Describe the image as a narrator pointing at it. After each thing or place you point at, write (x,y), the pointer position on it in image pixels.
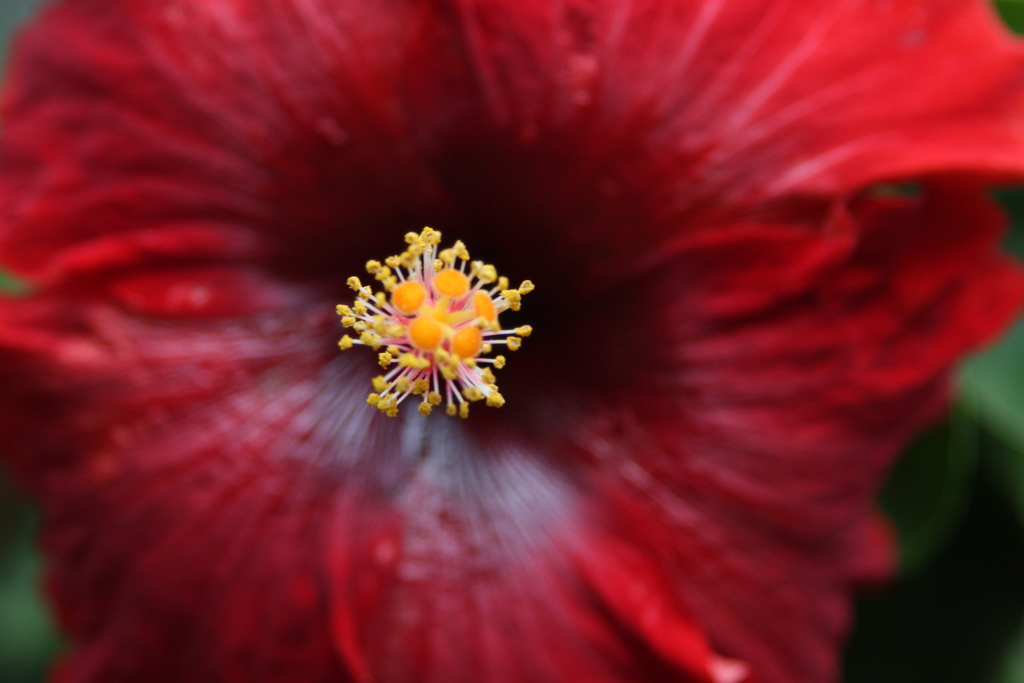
In this picture there is a red hibiscus (244,341). In the center (391,268) I can see the anther (364,338).
